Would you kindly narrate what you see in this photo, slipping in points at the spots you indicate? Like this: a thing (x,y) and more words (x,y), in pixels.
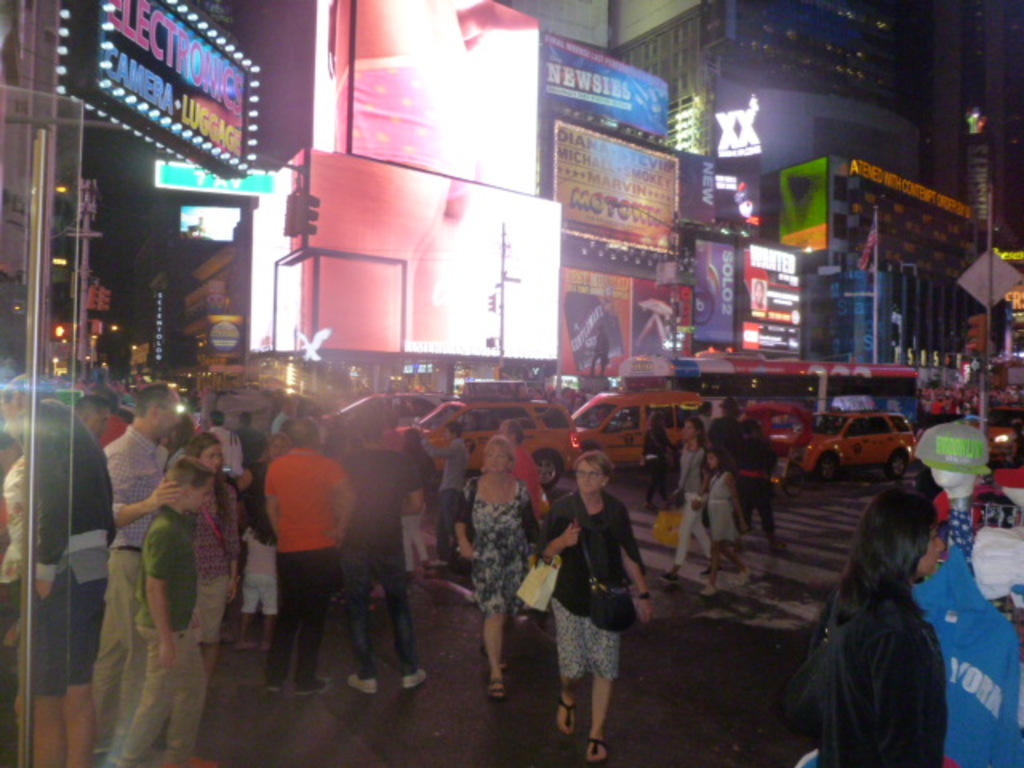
In this picture there are people (576,621) and we can see mannequin (966,501) with clothes (974,544), poles (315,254), traffic signals (314,227), board (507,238) and flag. We can see vehicles (490,379) on the road (775,537). In the background of the image (313,177) we can see buildings (648,20), boards (321,276), hoardings (385,154), screens (324,116) and lights (62,327).
